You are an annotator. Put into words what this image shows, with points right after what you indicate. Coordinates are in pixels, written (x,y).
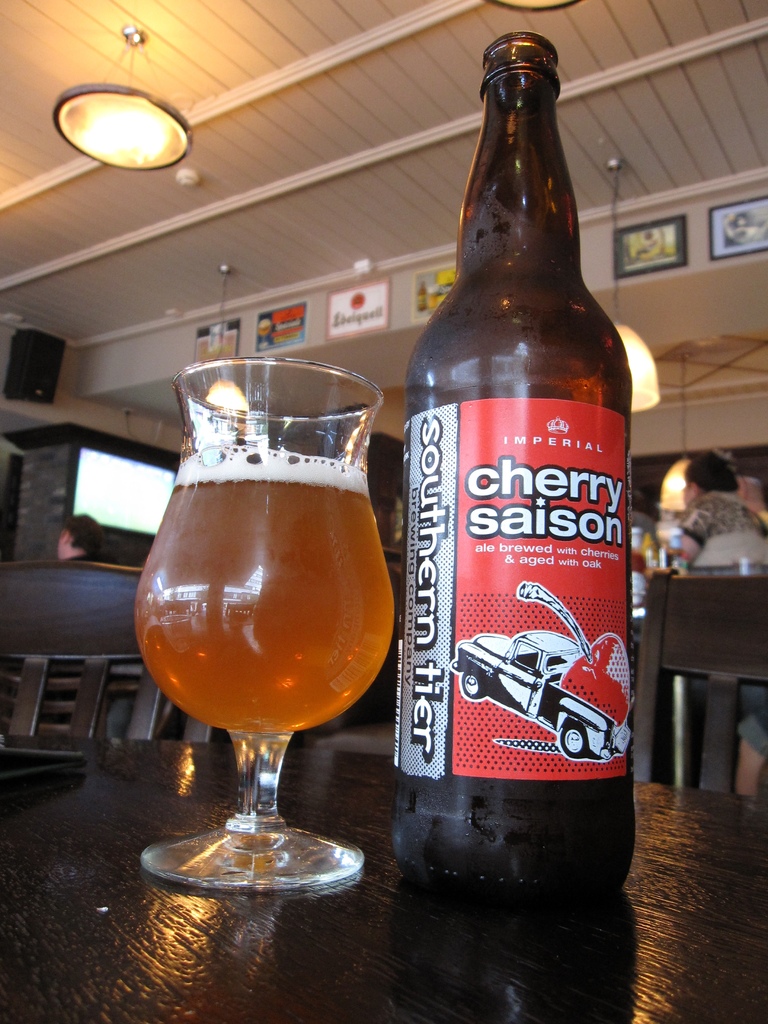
There is a table (252,950) on the foreground of the image (499,896). There is a bottle (513,598) and glass (253,541) with drinks (224,506). There are chairs (40,629) on the background (41,618). In the background (93,482) there is a screen (97,465) mounted on a pillar (52,480). there are many pictures (288,312) hanged on the roof (162,185). Light (133,121) hanged on the roof (252,152). Other person (708,518) are sitting on the chair (675,621).
